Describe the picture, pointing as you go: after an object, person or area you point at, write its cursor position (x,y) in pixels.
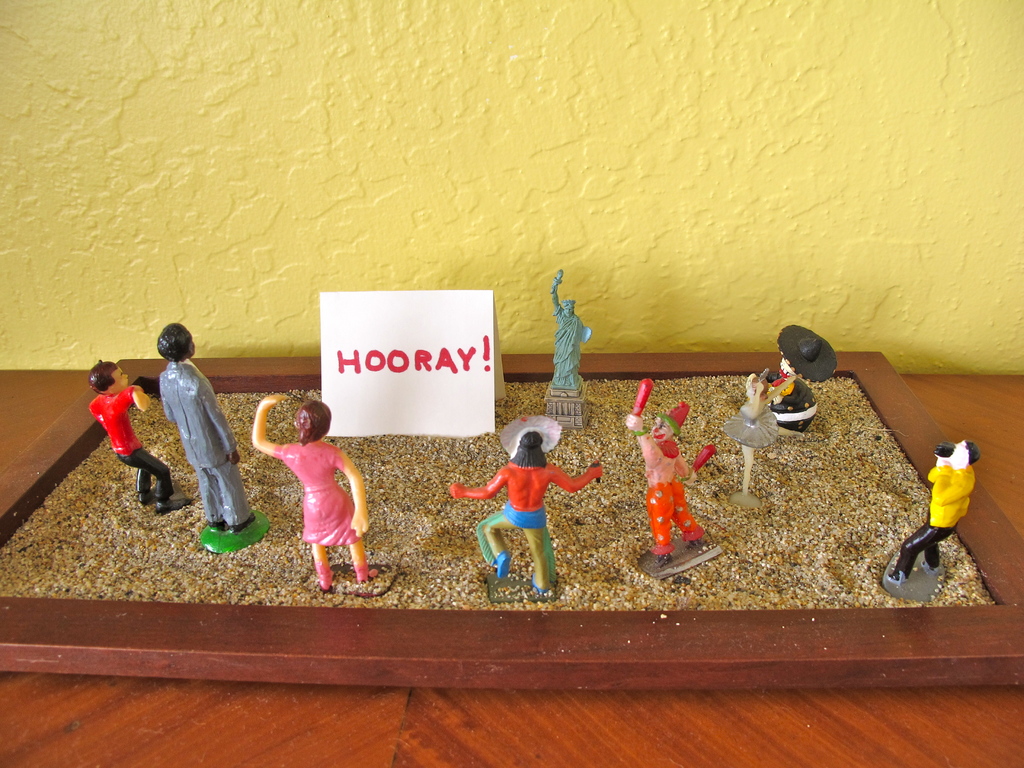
In the image there are toys (529,459) in a tray (900,424) of sand (432,487) on a table (352,693) in front of yellow wall (349,171).
